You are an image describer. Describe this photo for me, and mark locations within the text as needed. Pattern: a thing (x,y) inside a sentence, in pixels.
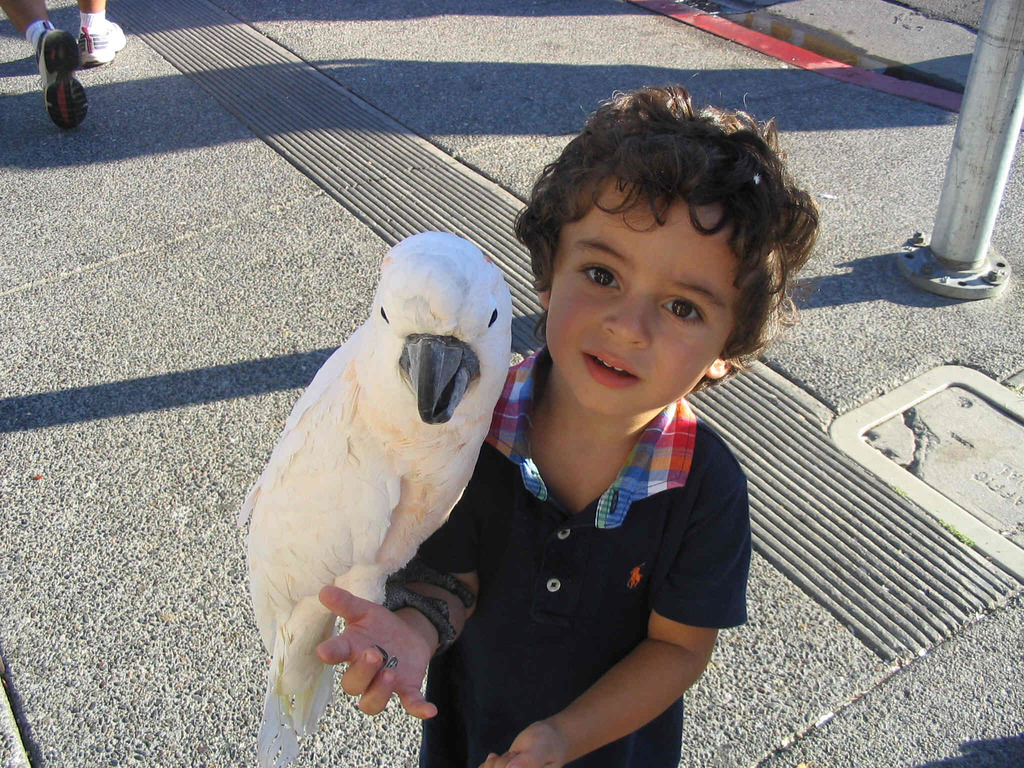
This is a boy (591,586) standing. I can see a parrot (371,462), which is white in color. At the top left side of the image (43,27), I can see another person (84,59) walking. This looks like a pole (984,276). I think this is a pathway (324,222).
